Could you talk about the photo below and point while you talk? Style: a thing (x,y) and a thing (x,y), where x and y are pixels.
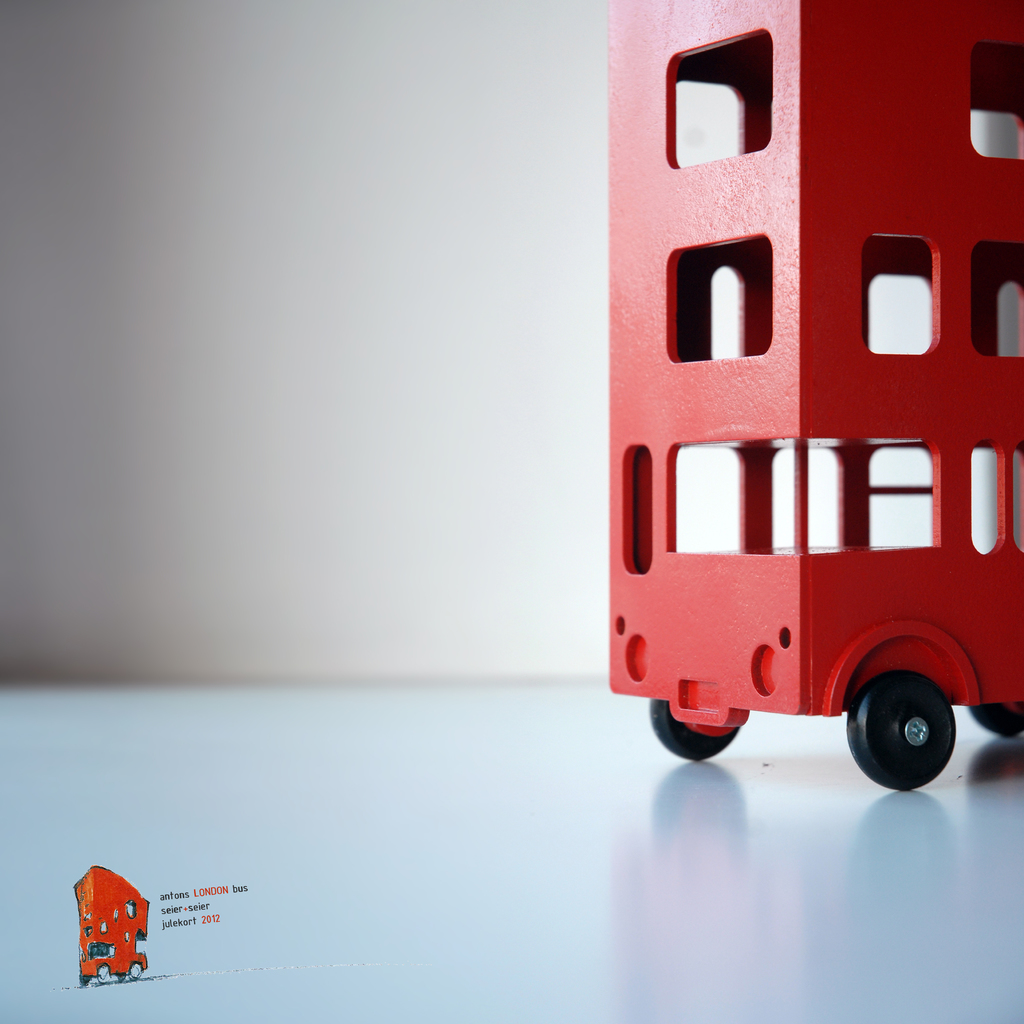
In this image, on the right side (690,395), we can see a toy vehicle (962,458) which is placed on the table (846,857). In the background (492,336), we can see a wall (432,159).
